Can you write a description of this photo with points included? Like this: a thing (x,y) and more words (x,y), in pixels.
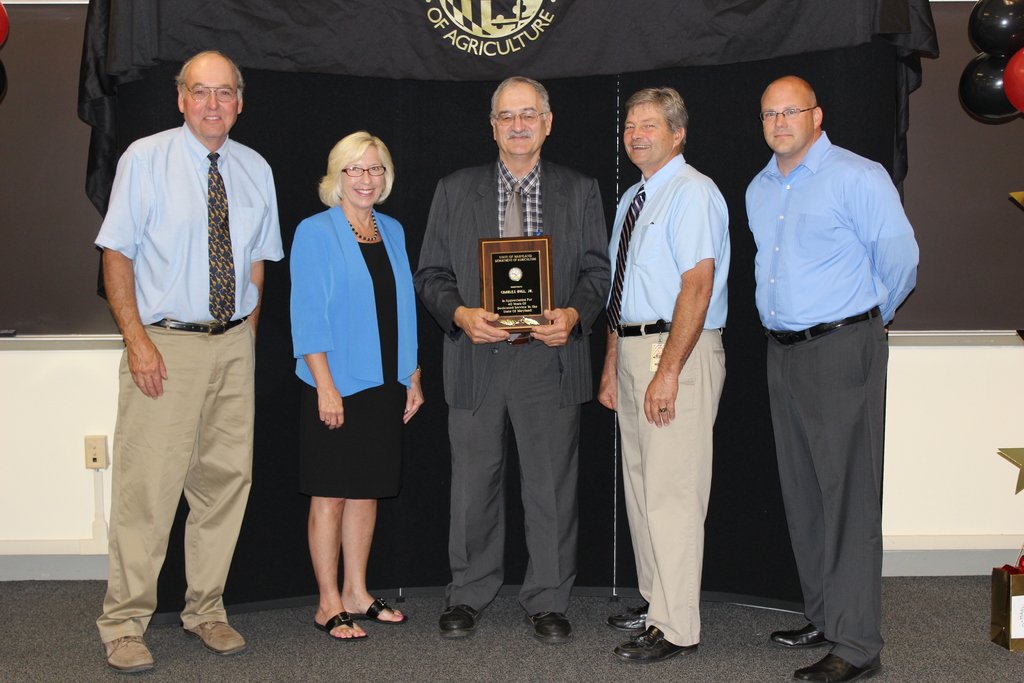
In this picture there is a man (578,369) who is standing in the center of the image (509,237), by holding a trophy (497,304) in his hands (490,332) and there are other people (152,238) on the right (692,376) and left side of the image (269,391) and there is a black color curtain (516,46) in the background area of the image (512,39), on which there is a logo (492,35).
